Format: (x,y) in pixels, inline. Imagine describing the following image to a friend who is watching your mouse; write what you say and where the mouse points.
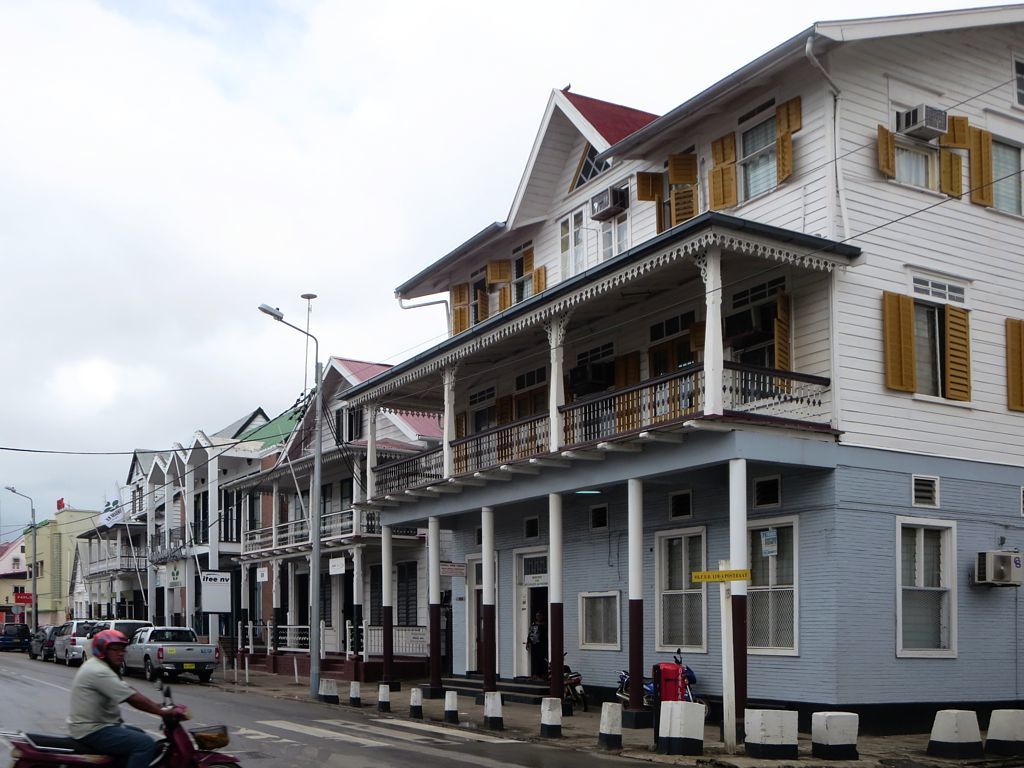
In this image, we can see buildings (1017,617), walls (822,550), pillars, railings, glass windows (1008,157), streetlights (34,600), boards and few objects (851,748). At the bottom of the image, we can see vehicles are parked on the road (306,713). In the bottom left corner of the image (113,753), we can see a person (122,750) riding a vehicle (180,746). In the background (243,99), there is the cloudy sky (267,76).
